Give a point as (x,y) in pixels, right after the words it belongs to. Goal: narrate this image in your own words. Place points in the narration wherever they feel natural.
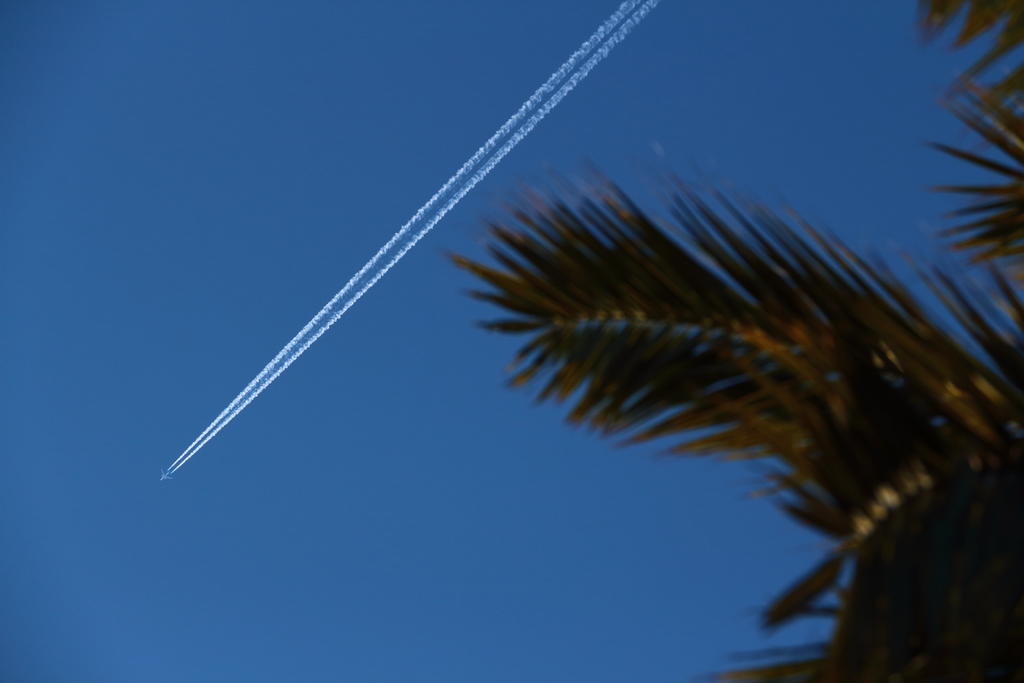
In this picture we can see leaves (812,456) and in the background (302,520) we can see a jet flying in the sky (349,422).
